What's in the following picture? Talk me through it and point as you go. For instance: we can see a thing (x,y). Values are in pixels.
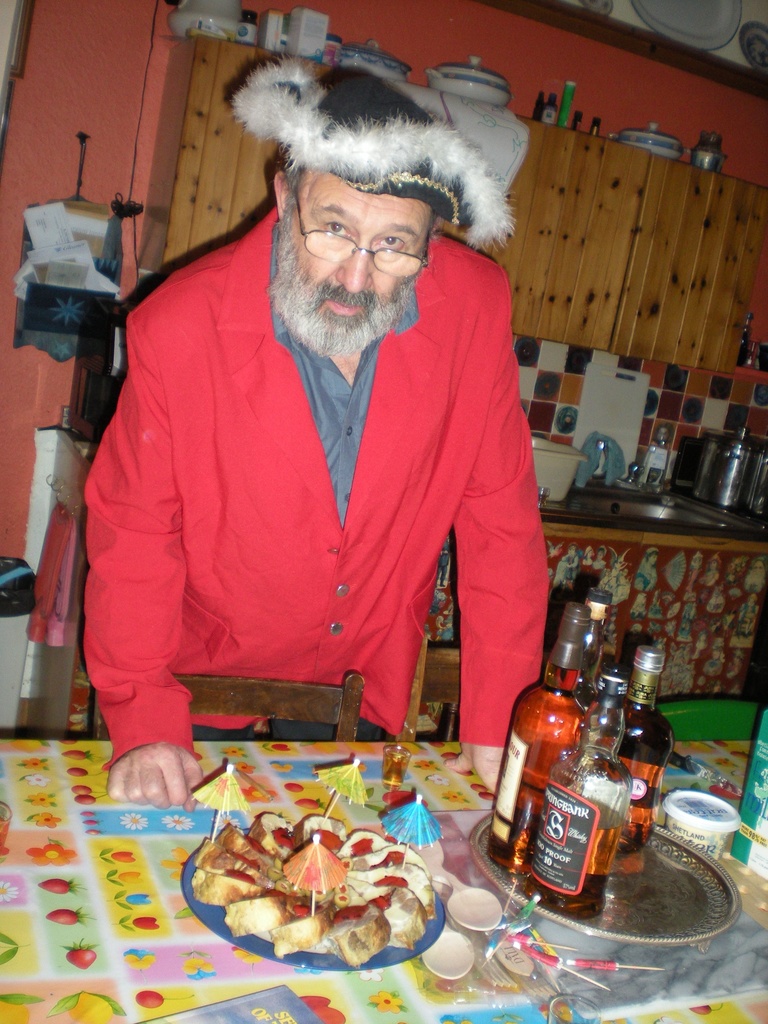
A man (221,454) with red jacket (196,488) is standing in front of him there is a table (287,748). On that table (277,760) there is a plate (383,887). On the plate (319,856) there are some food items (341,895). On the same table (297,748) there are some wine bottles (563,792). And the backside we can see kitchen setup (634,473). On the cupboards (603,163) there are some vessels (485,78).
